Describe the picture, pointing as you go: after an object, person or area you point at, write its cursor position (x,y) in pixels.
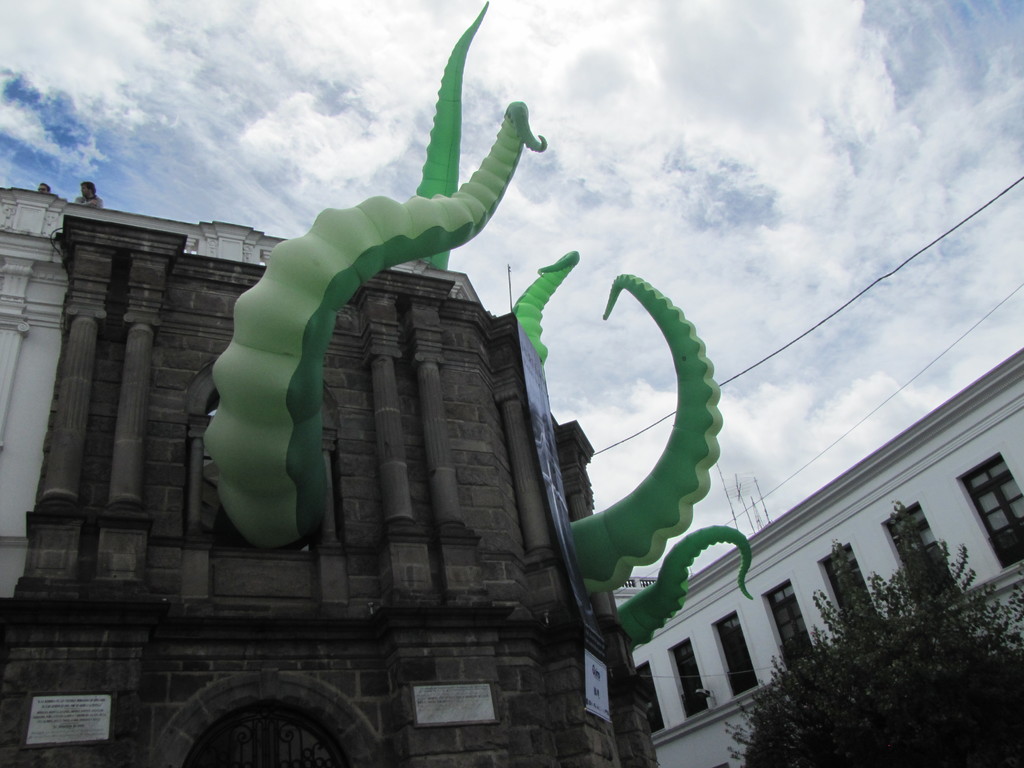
In this image there is a building (457,546) in the middle (365,503). There are tentacles (281,313) coming out from the windows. At the top (759,42) there is the sky (841,57). On the right side (838,689) bottom there is a tree (835,665). Beside the tree (886,648) there is a building (807,564).
